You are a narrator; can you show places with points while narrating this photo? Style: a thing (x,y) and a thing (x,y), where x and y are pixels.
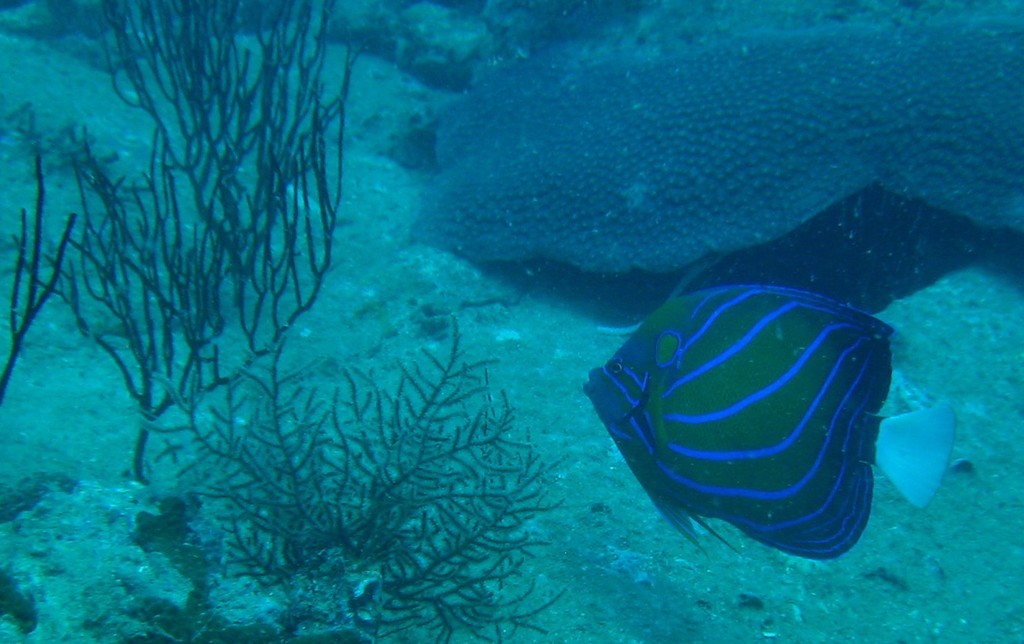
In this image on the right side (731,409) there is a fish (792,482), and on the left side (273,284) there are some water plants (357,507) and there are corals (638,166) and there is water (120,390).
